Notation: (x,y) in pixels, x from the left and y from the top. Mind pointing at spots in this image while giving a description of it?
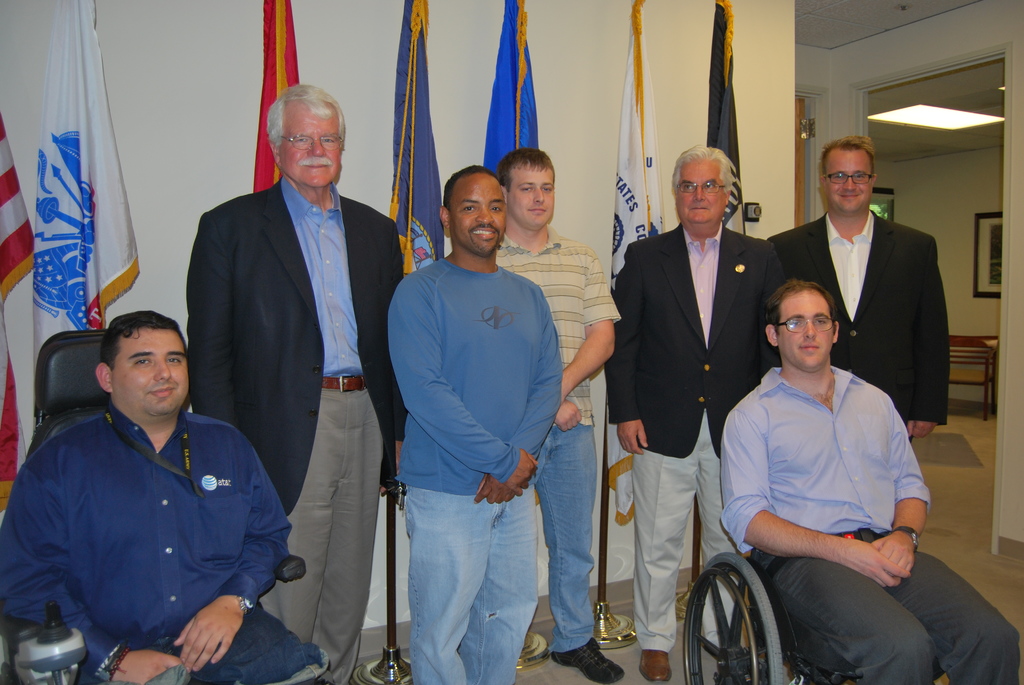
In this image, on the left side (181,594) there is a man (196,521) sitting on a chair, on the right side (961,666) there is a man (874,595) sitting on the wheel chair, there are some people (633,297) standing, we can see some flags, there is a wall (163,226), on the right side (697,104), we can see the wall (897,201).
